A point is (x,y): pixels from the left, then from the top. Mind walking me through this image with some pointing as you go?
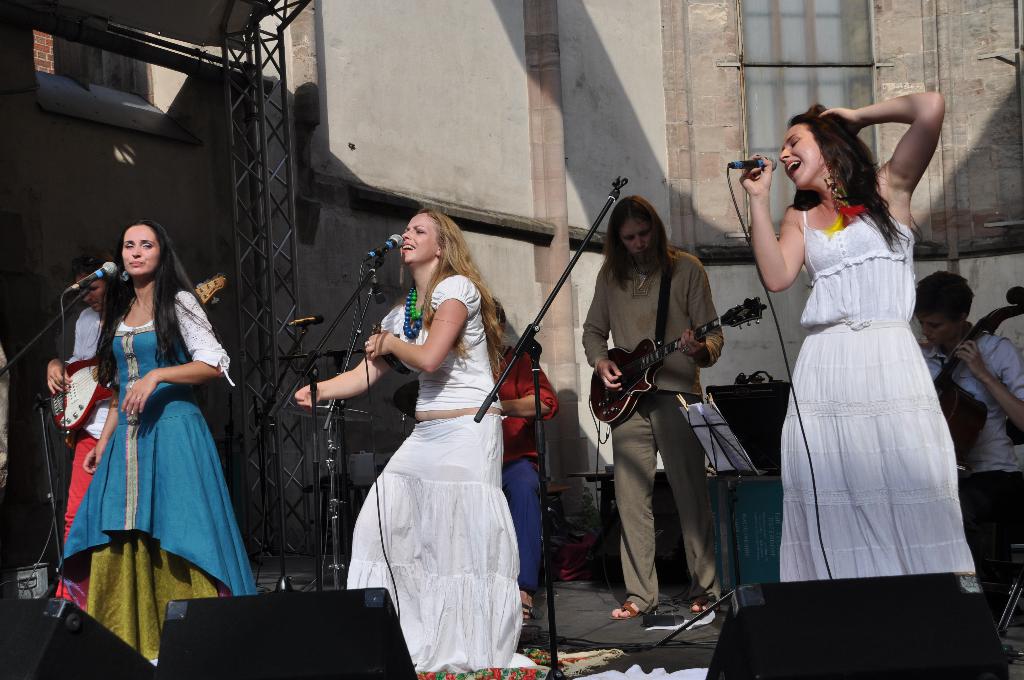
In this image we can see people (872,565) standing and some of them are playing musical instruments (963,420). In the background (526,387) there is a band (386,530). At the bottom (66,621) there are speakers (852,651). We can see a wall (669,112) and a window (759,112). There are mics (105,273) placed on the stands (313,446).
